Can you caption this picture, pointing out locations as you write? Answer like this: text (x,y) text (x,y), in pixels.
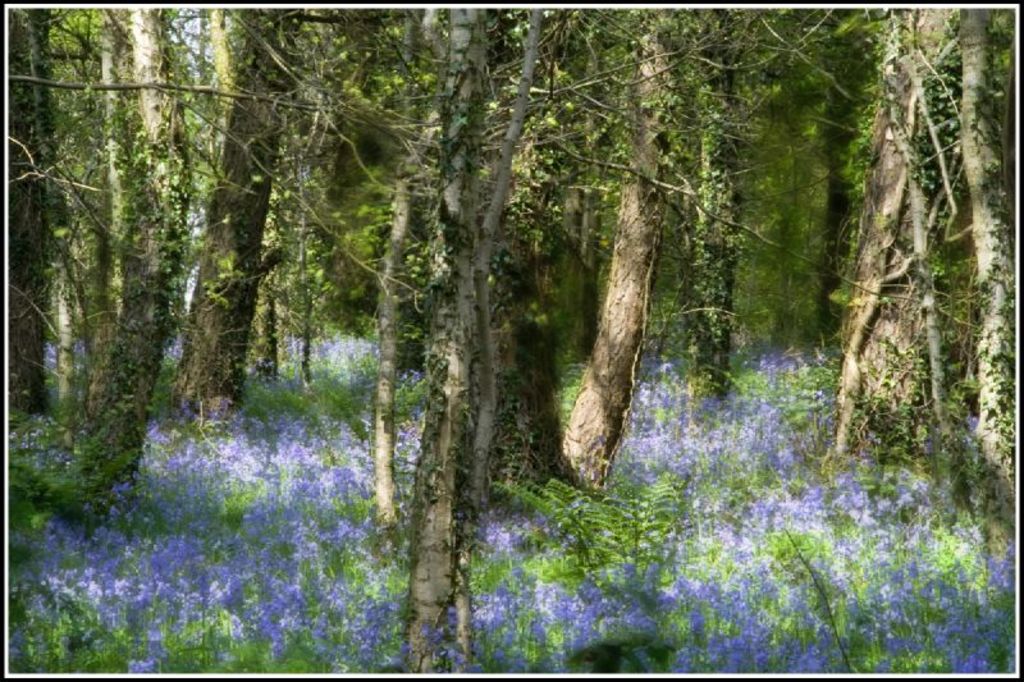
In this image we can see trees (498,198) and plants (299,546) with flowers (378,555) in lavender color.
